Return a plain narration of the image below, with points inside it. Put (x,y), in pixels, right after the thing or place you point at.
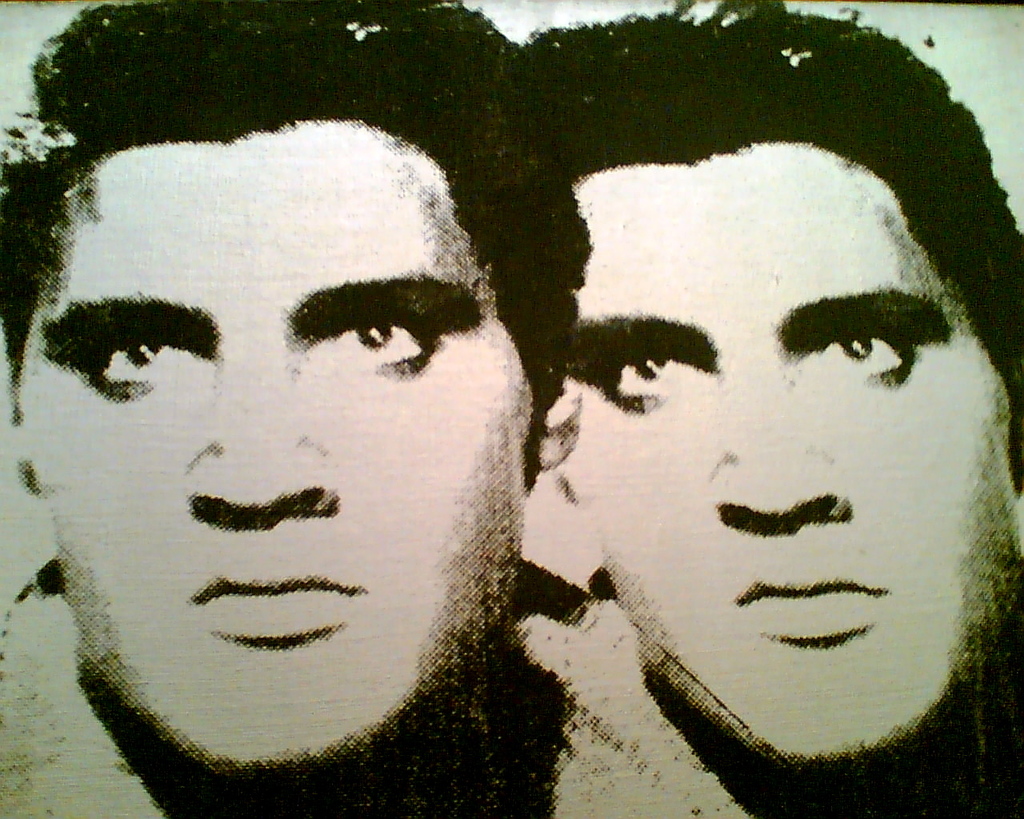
In this picture there is a portrait (599,598) in the image, which contains two faces (612,452).
